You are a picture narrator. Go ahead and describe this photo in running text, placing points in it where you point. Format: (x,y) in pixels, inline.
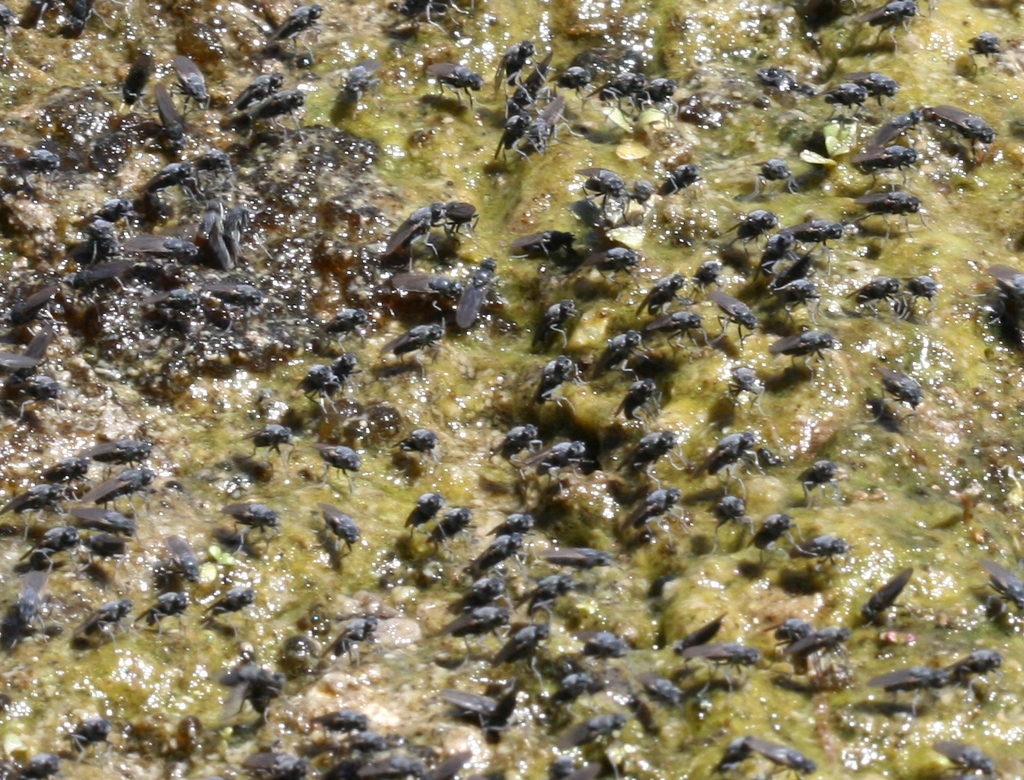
In this image there are insects (234,697) on some surface (345,583).
